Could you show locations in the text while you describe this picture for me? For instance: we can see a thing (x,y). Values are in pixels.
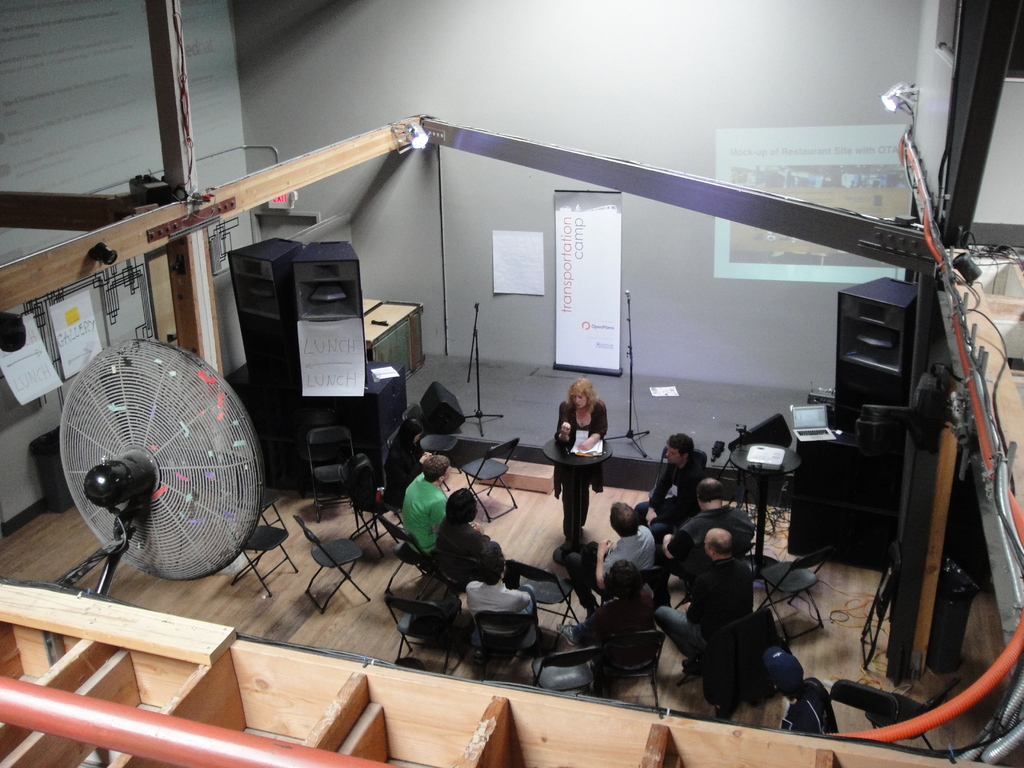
In this picture we can see a group of people (399,487) sitting on chairs (498,466) and a woman (577,386) standing at a stand (559,453), fan (254,454), speakers (290,397), posters (359,359), banner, screen (808,157) and in the background (813,271) we can see the wall (332,134).
